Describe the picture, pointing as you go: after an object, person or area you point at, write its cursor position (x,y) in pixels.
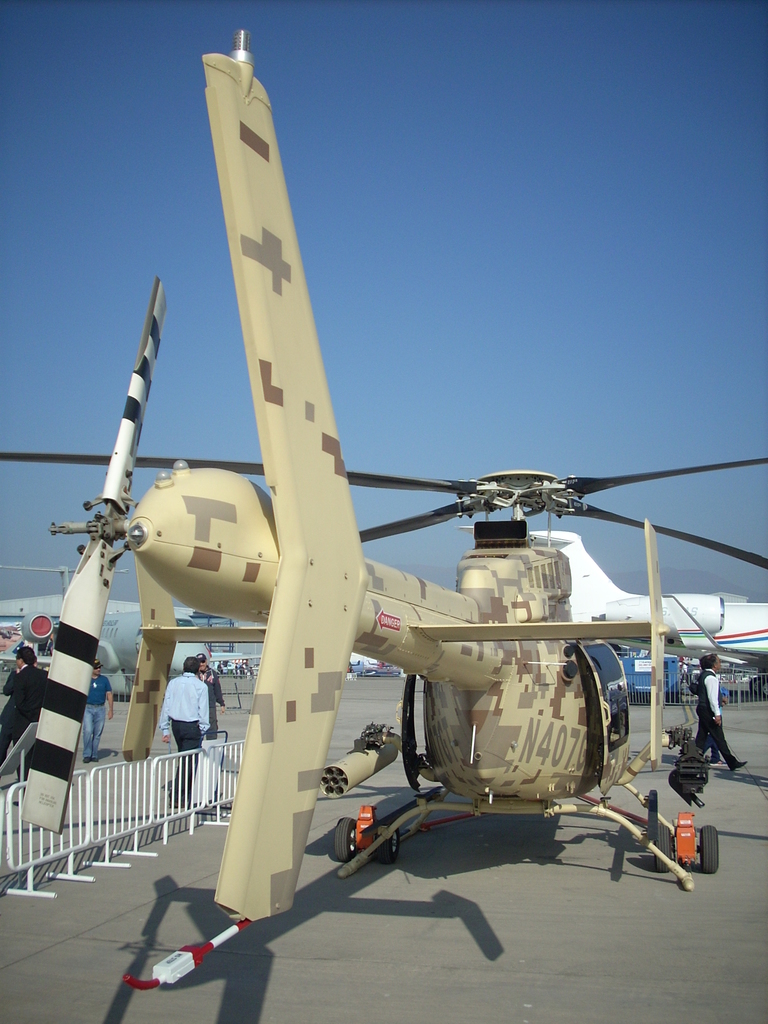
This is an outside view. Here I can see an aircraft (386,645) on the ground (401,921). On the left side (135,816) there is a railing (87,816). In the background (186,689) there are some more aircrafts (736,633) and people (702,707) on the ground (733,724). At the top of the image (595,167) I can see the sky (626,150).
